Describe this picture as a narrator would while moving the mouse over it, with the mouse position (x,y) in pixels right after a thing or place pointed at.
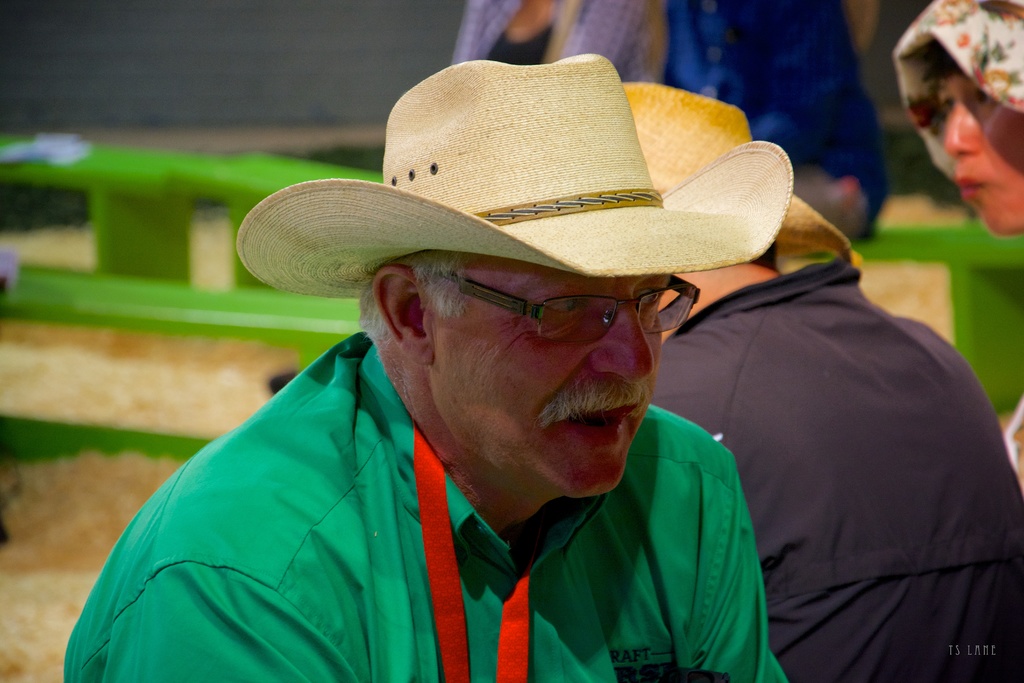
In this image we can see this person (343,489) wearing green shirt (355,597), spectacles (659,313) and hat (593,258). In the background (785,500), we can see a few more people (1010,508) and here the image is slightly blurred, where we can see something which is in green color.
